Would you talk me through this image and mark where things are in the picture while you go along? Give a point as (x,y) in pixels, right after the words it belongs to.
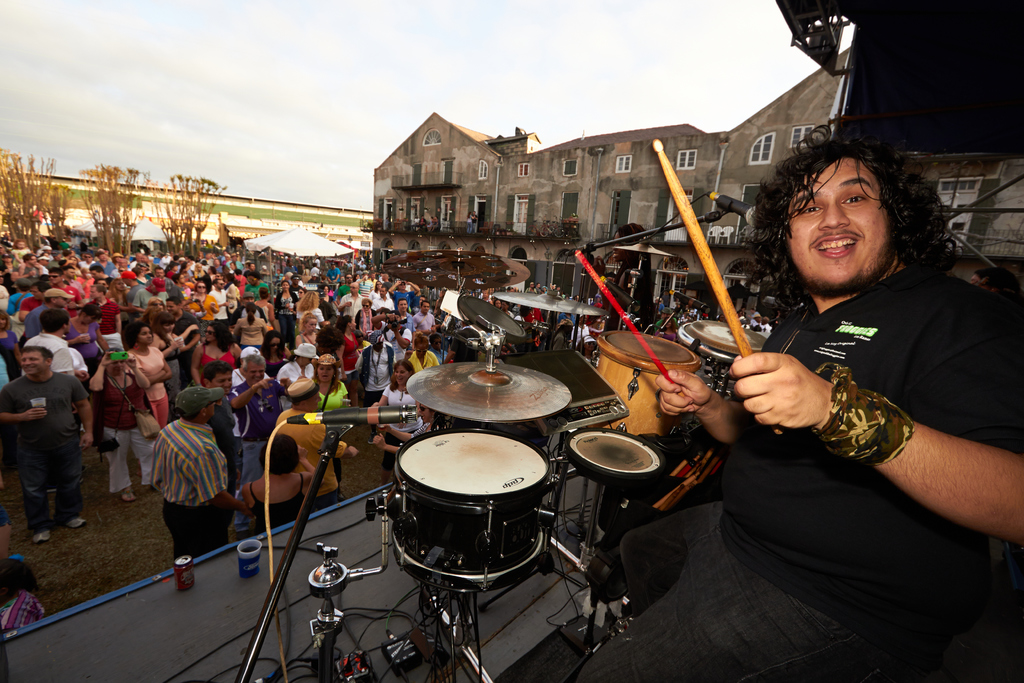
The person (868,409) wearing black dress (870,387) is holding a drum sticks (722,304) in his hand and there are drums (471,470), mic (371,418) and audience (315,321) in front of him.
